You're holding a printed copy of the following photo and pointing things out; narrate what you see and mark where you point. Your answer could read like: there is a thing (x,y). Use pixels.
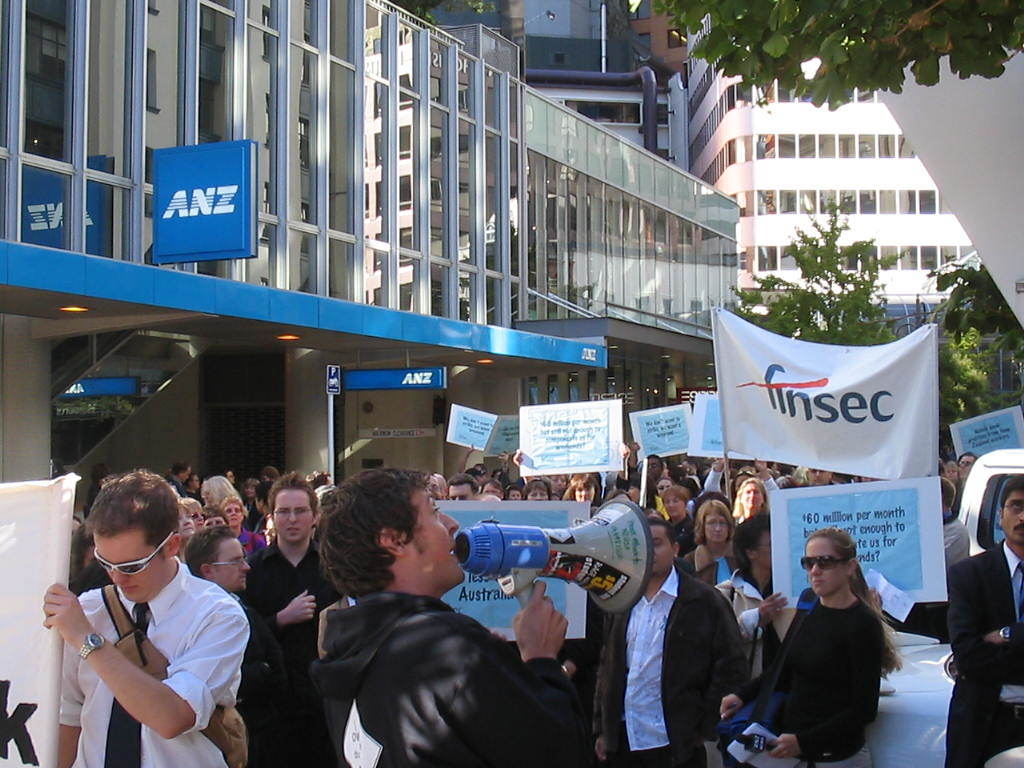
In this picture we can see people (664,677) holding banners (797,451) and protesting. Here we can see a man (555,638) holding a loudspeaker (530,585). Here we can see a man (206,651) wearing white shirt (206,593), goggles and a wrist watch (95,642). In the background (994,236) we can see buildings (868,206) and trees (954,289).
